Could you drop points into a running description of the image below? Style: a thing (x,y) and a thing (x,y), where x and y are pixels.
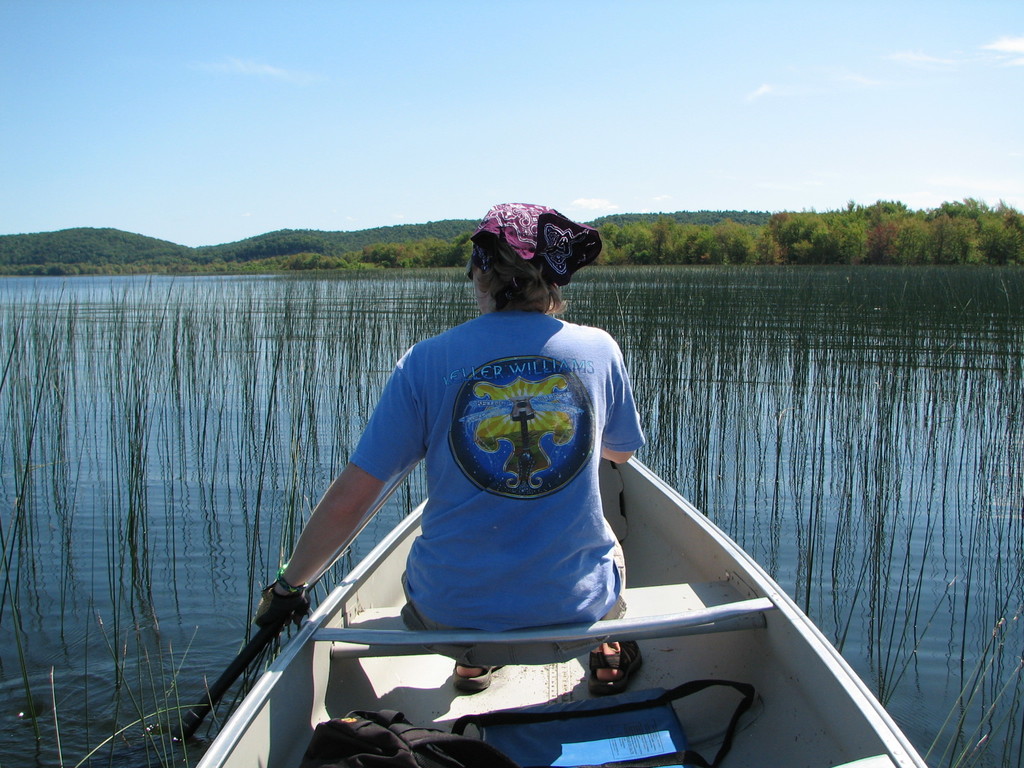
In this image there is a woman (547,459) sitting on a boat (298,738) and sailing on a river (887,354), in the background (917,235) there are trees (367,264), mountains (78,245) and a sky (262,150).
